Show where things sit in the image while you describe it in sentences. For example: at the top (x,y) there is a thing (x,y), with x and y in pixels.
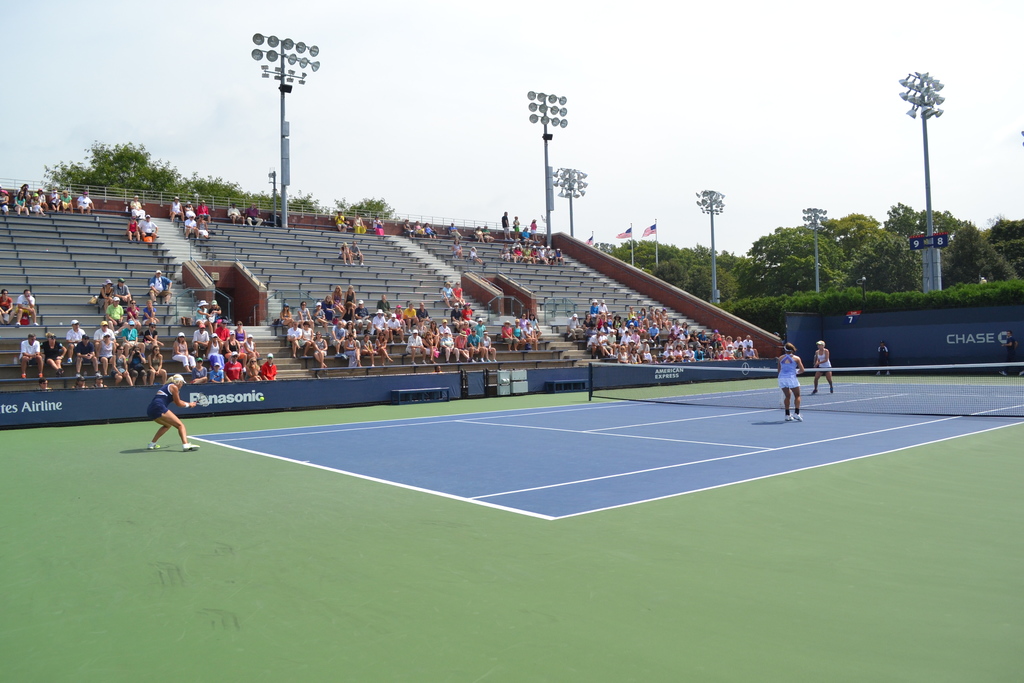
This is a playing ground (176,581). Here I can see three persons (788,385) are playing a game. On the right side (953,383) there is a net (929,377) on the floor (921,433). On the left side (134,315) many people (345,347) are sitting on the stairs (434,307) facing towards the ground (547,422). In a background (774,260), I can see some poles (283,162) and trees (792,267). At the top of the image (737,92) I can see the sky (722,78).
